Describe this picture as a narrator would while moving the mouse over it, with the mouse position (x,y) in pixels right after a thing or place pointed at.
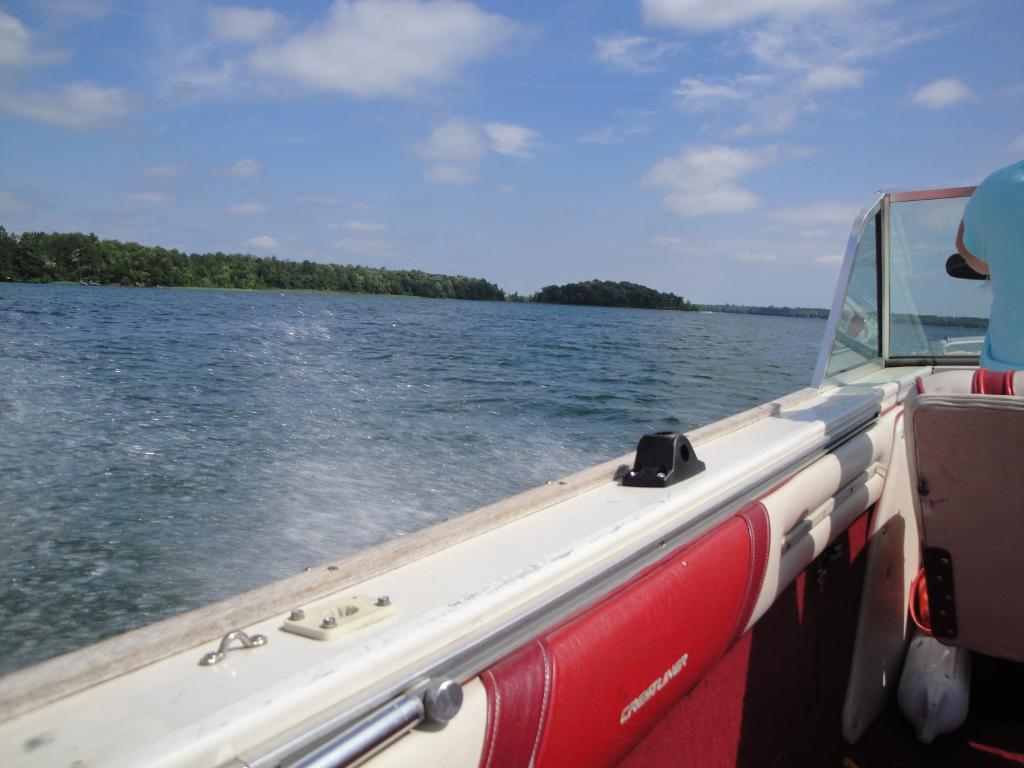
At the bottom (757,517) there is a boat (798,463). On the right (1023,300) there is a man (997,285) who is wearing t-shirt (1018,299) and he is riding a boat (957,539) on the water (154,340). in the background (665,367) I can see many trees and river (586,405). At the top (583,83) I can see the sky (550,159) and clouds (435,138).
